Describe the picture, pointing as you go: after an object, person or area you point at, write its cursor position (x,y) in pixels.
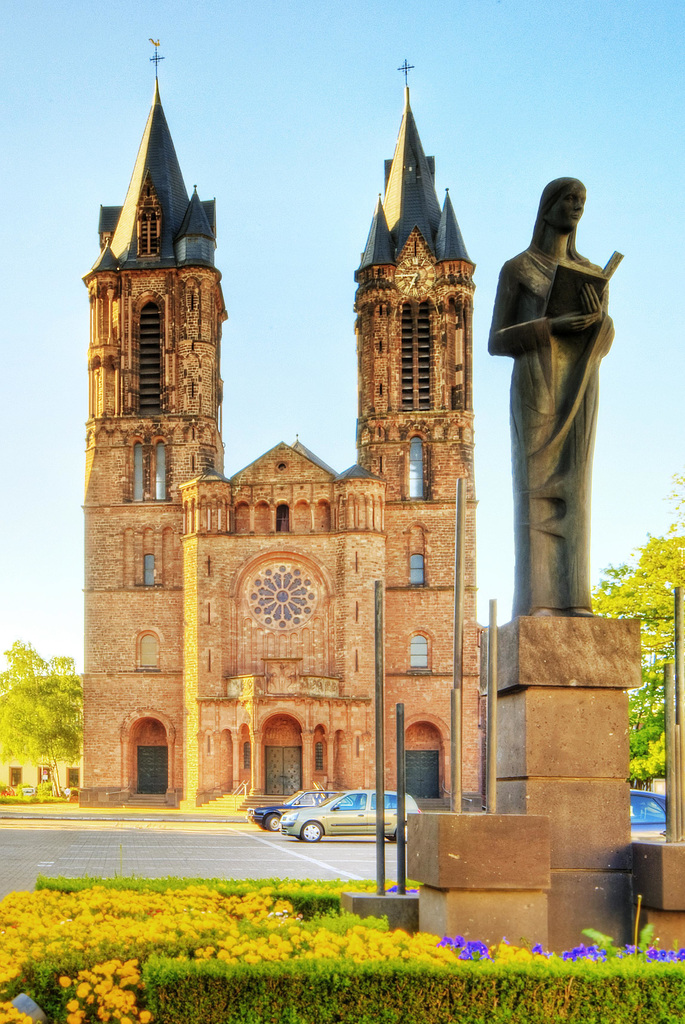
This image consists of a building (181,719). At the bottom (284,823), we can see two cars (305,826) on the road (286,869). On the right (532,702), there is a statue (528,493) along with flowers (53,924) and plants (642,978). In the background (616,589), there are trees (661,563). At the top (317,194), there is sky (326,219).
